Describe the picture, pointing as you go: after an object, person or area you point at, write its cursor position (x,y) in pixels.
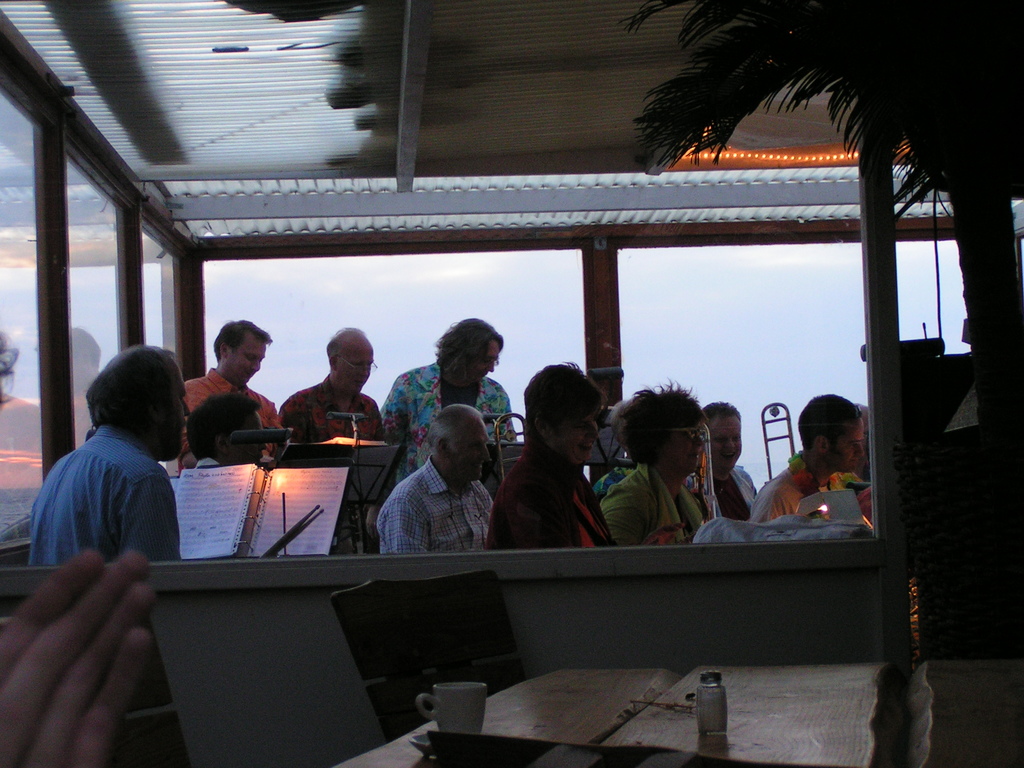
There is a group of people (545,416). Some persons (459,456) are sitting and some persons (280,410) are standing. There is a table (630,686). There is a bottle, cup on a table (659,710). We can see in the background (381,118) tree (743,12), roof (334,56) and sky (80,258).
